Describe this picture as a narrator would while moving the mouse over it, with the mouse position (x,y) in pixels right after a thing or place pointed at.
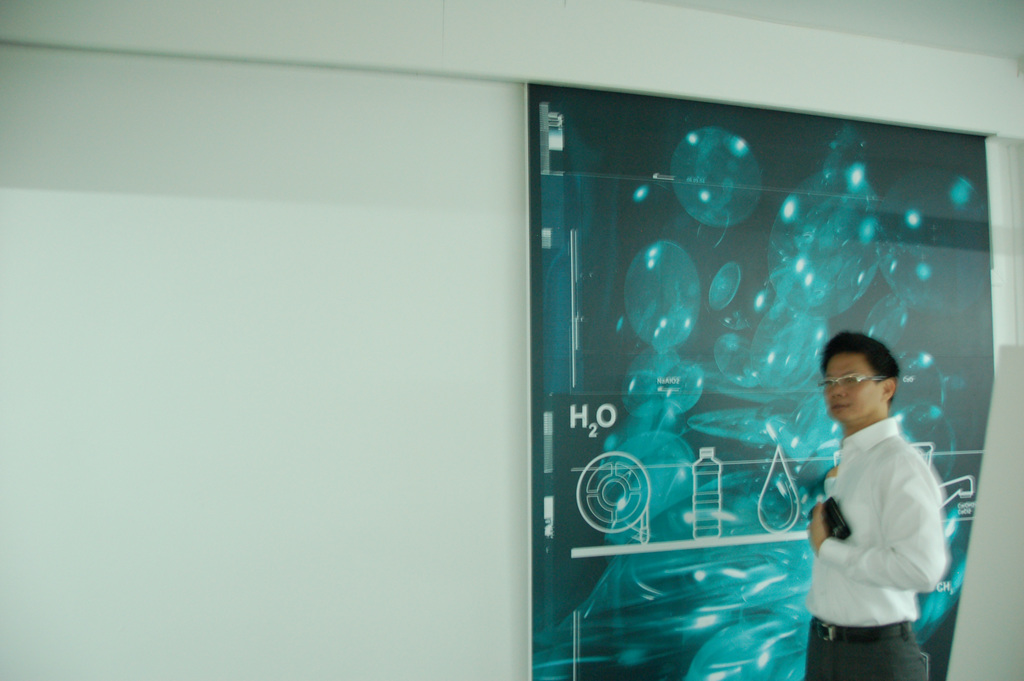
In this image we can see a person (894,571) wearing spectacles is holding an object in his hand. In the background (654,411), we can see a banner (648,348) with some text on the wall (418,444).
